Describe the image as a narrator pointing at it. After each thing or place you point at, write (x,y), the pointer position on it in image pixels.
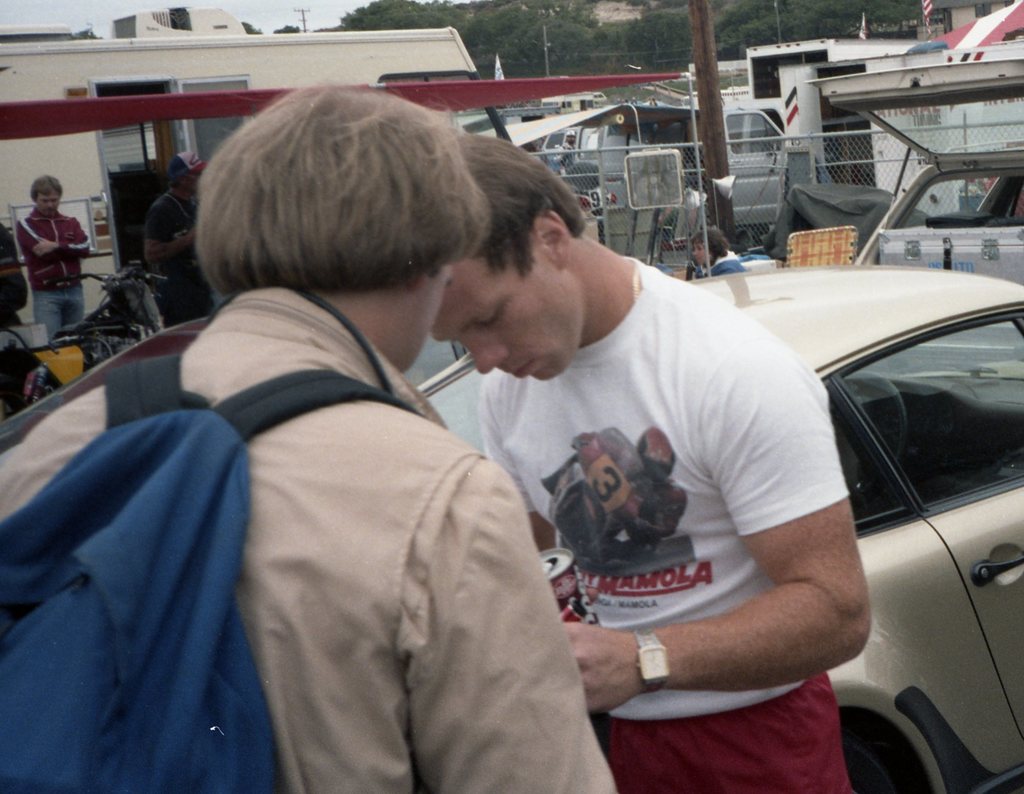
In the left side (178,410) a person (430,668) is standing, he wore a bag (189,553) which is in blue color. In the middle (610,268) another man (688,494) is standing. He wore a white color t-shirt (769,410), in the right side (717,287) a car (1003,377) is there.
